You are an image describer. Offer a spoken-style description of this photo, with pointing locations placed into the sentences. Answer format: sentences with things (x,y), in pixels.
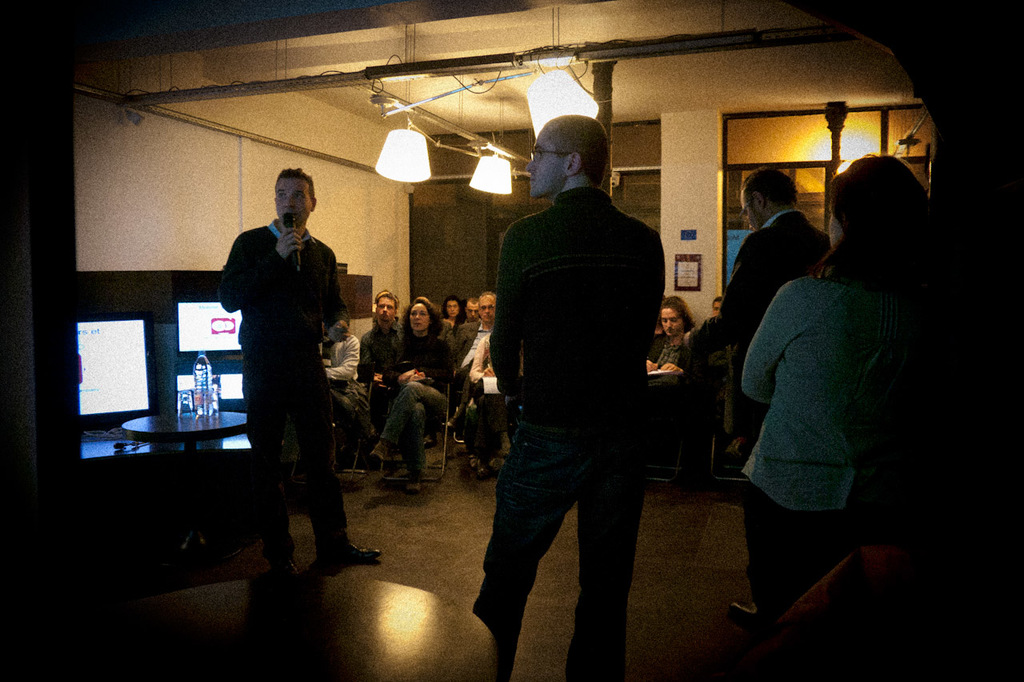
In this image I can see group of people (315,332), some are sitting and some are standing. In front (287,305) the person (303,293) is holding the microphone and I can see few bottles (193,404) on the table (196,429). In the background (343,121) I can see few lights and the wall (215,184) is in white color.
